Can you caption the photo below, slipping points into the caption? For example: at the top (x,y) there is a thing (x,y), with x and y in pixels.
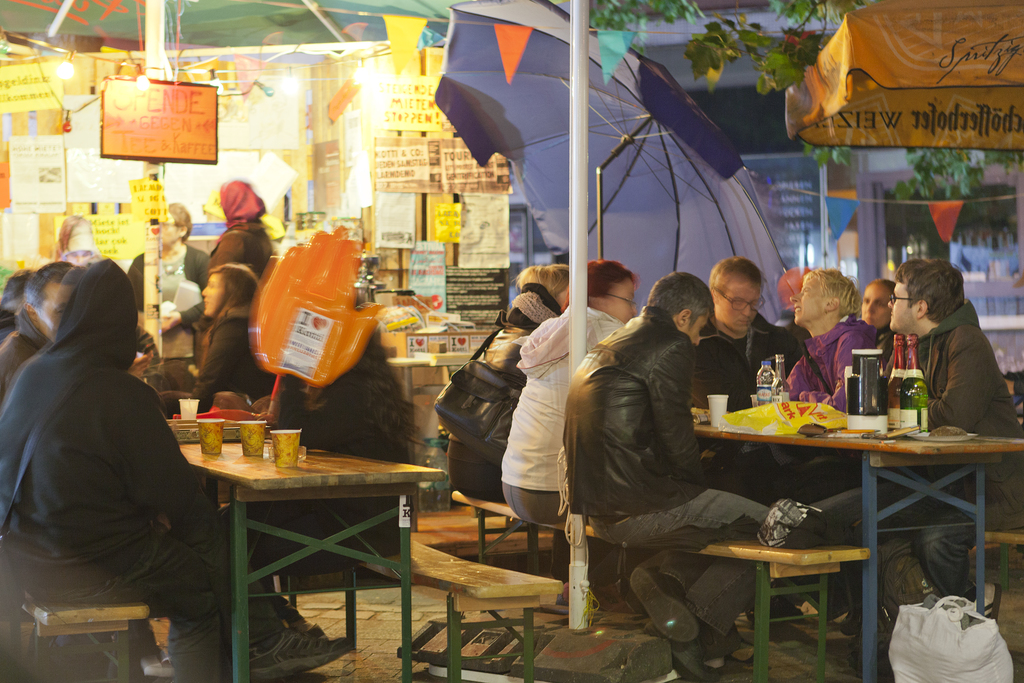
This is a restaurant (408,203), there are lot of people (522,412) sitting around the tables (389,463) here, to this pole (151,166) there is something written on the sheet (207,107). In the left side of the restaurant (280,130) on the table (199,448) there are three cups (297,453), to the right side of the restaurant (809,430) there are some bottles (776,392), a cup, a jar (849,420). There are six persons (820,398) here, the person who is sitting last wearing a black color bag (506,405) and in the background (608,240) there is an umbrella (656,111), a tree (725,42), lights (126,69).
